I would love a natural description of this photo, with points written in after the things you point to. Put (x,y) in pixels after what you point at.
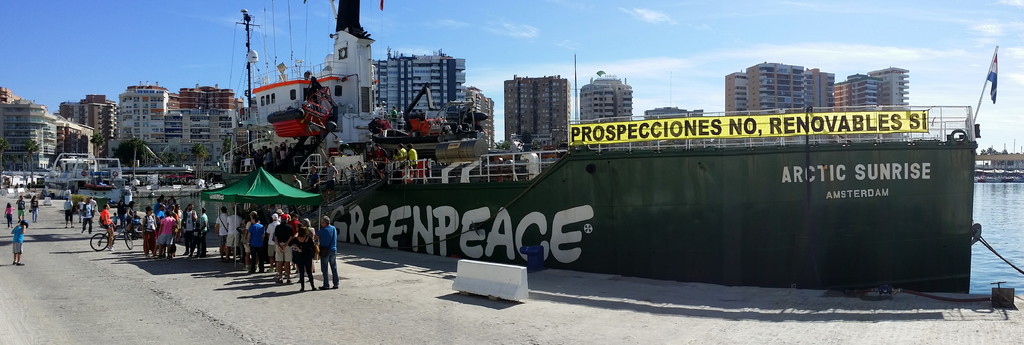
This picture is clicked. On the left (263,267) we can see the group of people (153,233) standing under the tent (270,195) and there is a green color ship (509,191) and we can see the text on the ship (963,136). In the background (1004,76) we can see the sky (229,42), buildings (231,112), water body (996,186), group of people (101,217) and some objects (188,178) and trees (198,163).
